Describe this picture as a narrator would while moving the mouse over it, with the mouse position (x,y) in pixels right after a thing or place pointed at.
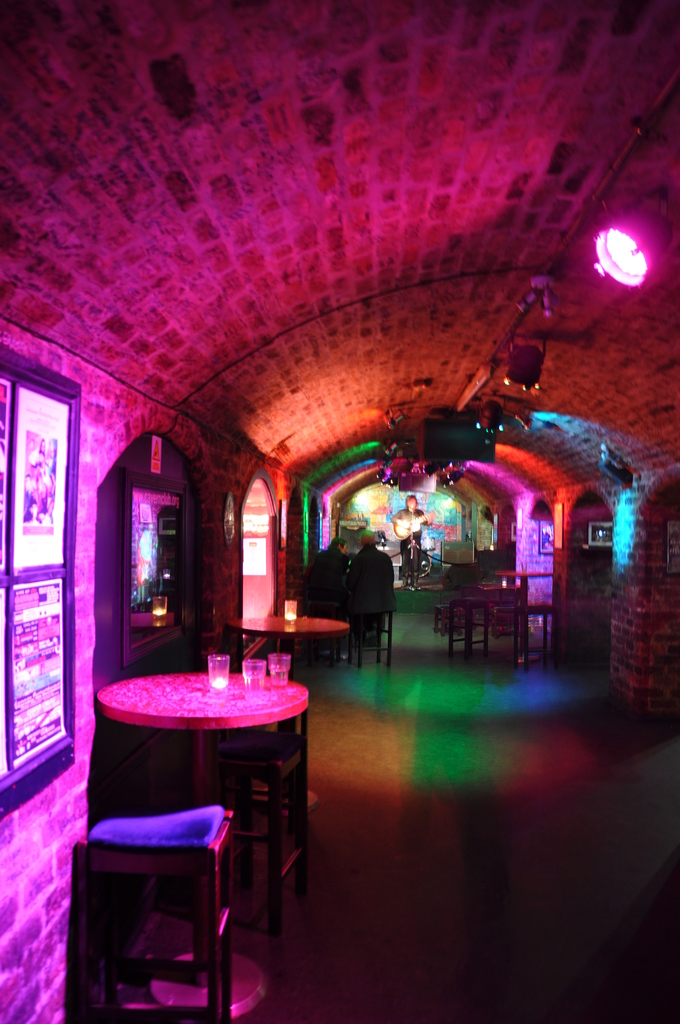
Here we can see tables (260,708) and glasses (263,667) present on them with chairs (213,830) present besides them and we can see colorful lights (519,382) and we can see portraits (35,746) on walls (105,424).
